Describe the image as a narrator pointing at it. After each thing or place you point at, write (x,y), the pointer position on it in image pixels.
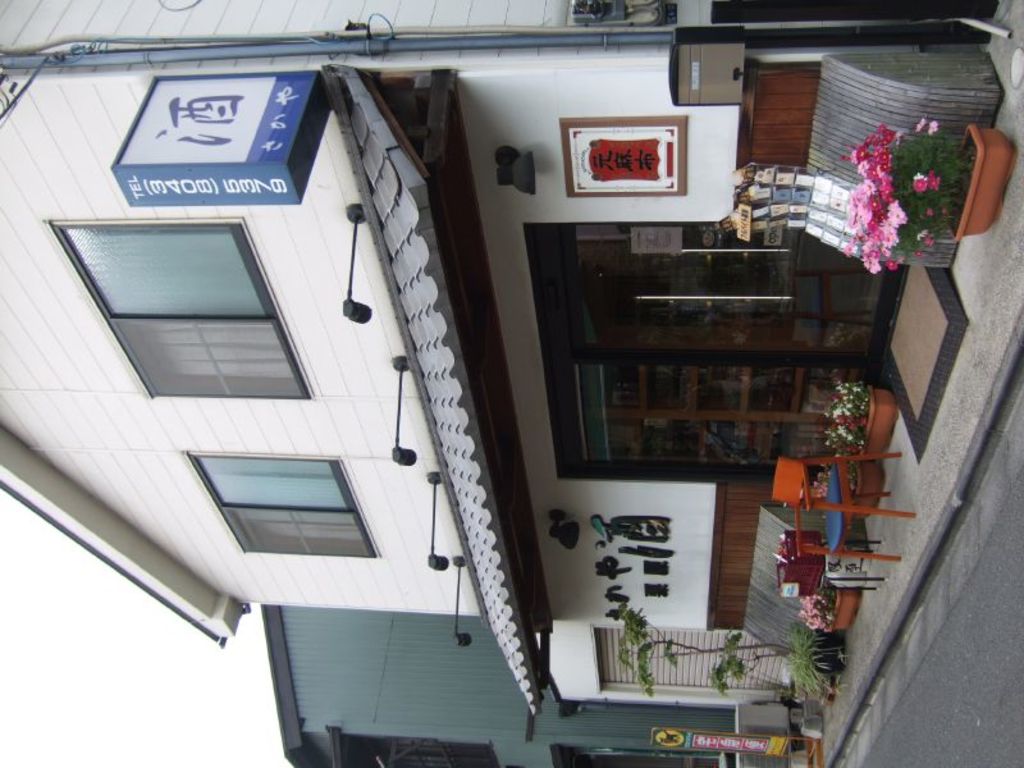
In this picture, we see a building (338,407) which is white in color and we even see windows (269,542) and doors (601,370). On the right corner of the picture (895,202), we see flower pot (907,191). Beside that, chart (634,149) is placed on the wall (717,114). In the middle of the picture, we see many flower pots (827,494), stools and chairs (786,464) placed outside the building (555,673). Beside that, we see another building (367,678) which is grey in color.
